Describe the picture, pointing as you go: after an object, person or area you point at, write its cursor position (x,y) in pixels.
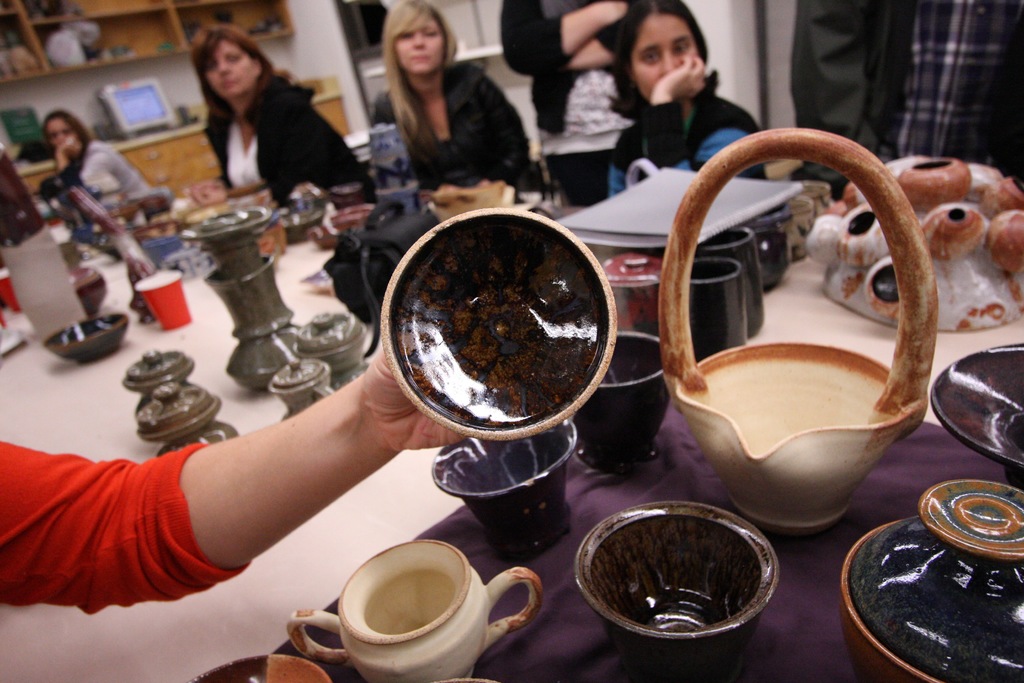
In this picture I can see a person's hand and I see that the person (377,443) is holding a bowl (500,329), which is of brown in color. In the middle of this picture (594,416) I see the table (39,366) on which there are many cups (705,352) and bowls (847,455) and I see few people (508,115) who are sitting and standing. In the background (152,17) I can see the racks (38,61) on which there are few things (70,33) and I can see a monitor (125,115).
